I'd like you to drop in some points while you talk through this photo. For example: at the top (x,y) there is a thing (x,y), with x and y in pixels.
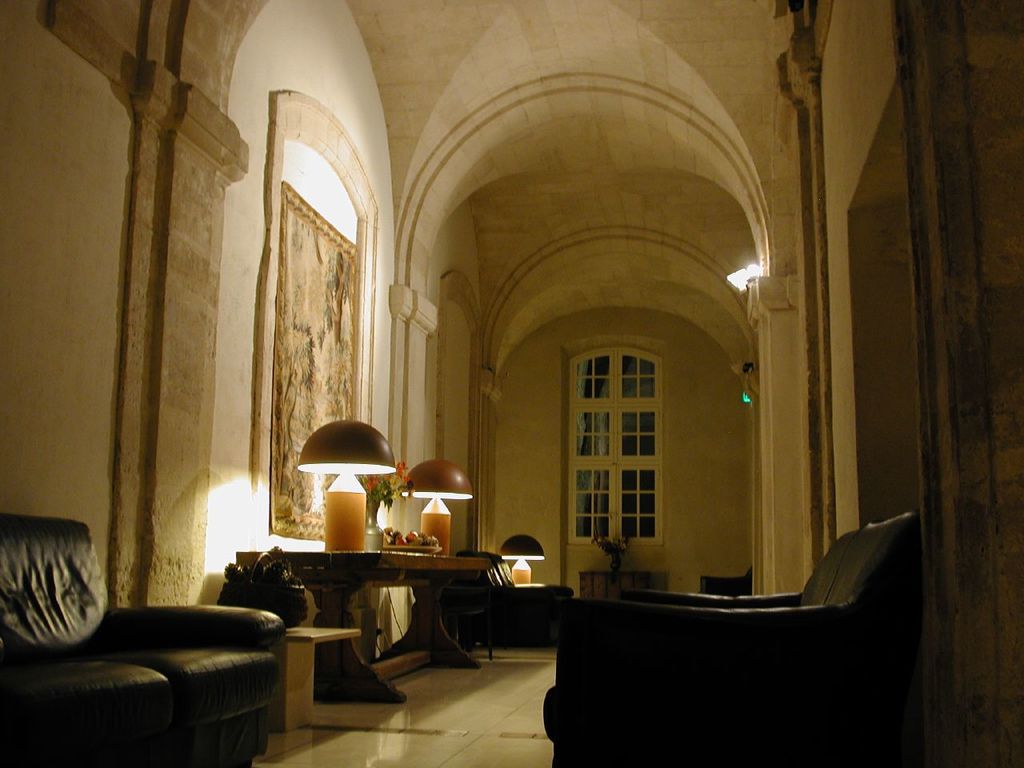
Here we can see an inner view of a house (743,434) and at the right side (797,611) can see a chair (624,638) and at the left side (251,624) we can see a couch (125,625) and in the middle (342,472) we can see a table (356,561) with a couple of lamps (343,506) present on it and in the middle (642,492) we can see a window (652,455) present.
